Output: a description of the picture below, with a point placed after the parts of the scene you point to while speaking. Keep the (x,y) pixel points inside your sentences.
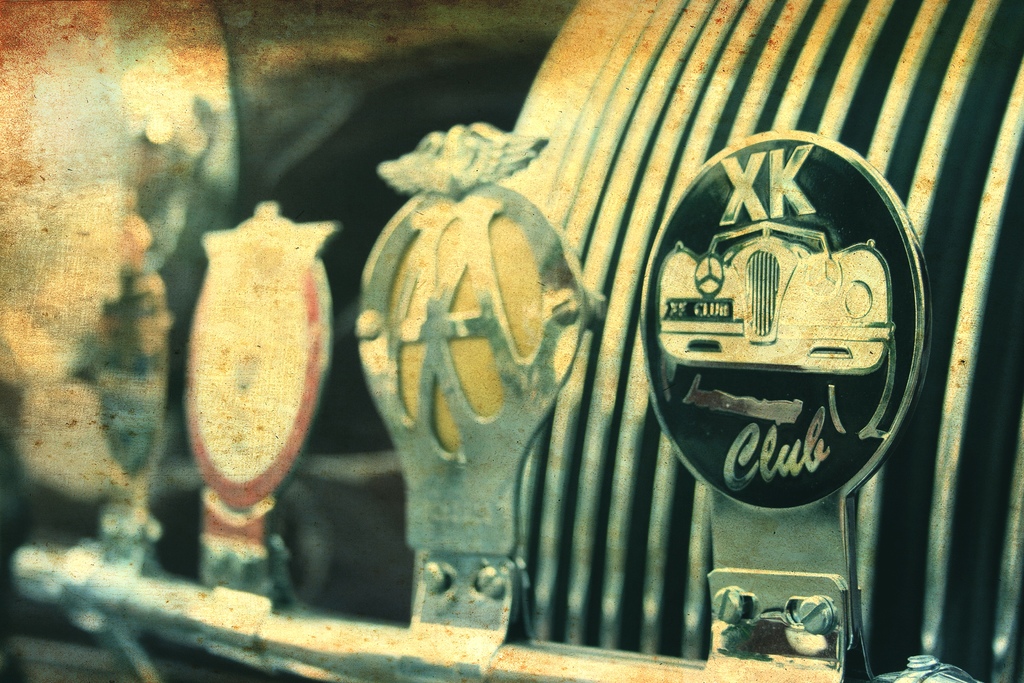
In this image I can see few objects (562,500) made up of metals (577,238).
